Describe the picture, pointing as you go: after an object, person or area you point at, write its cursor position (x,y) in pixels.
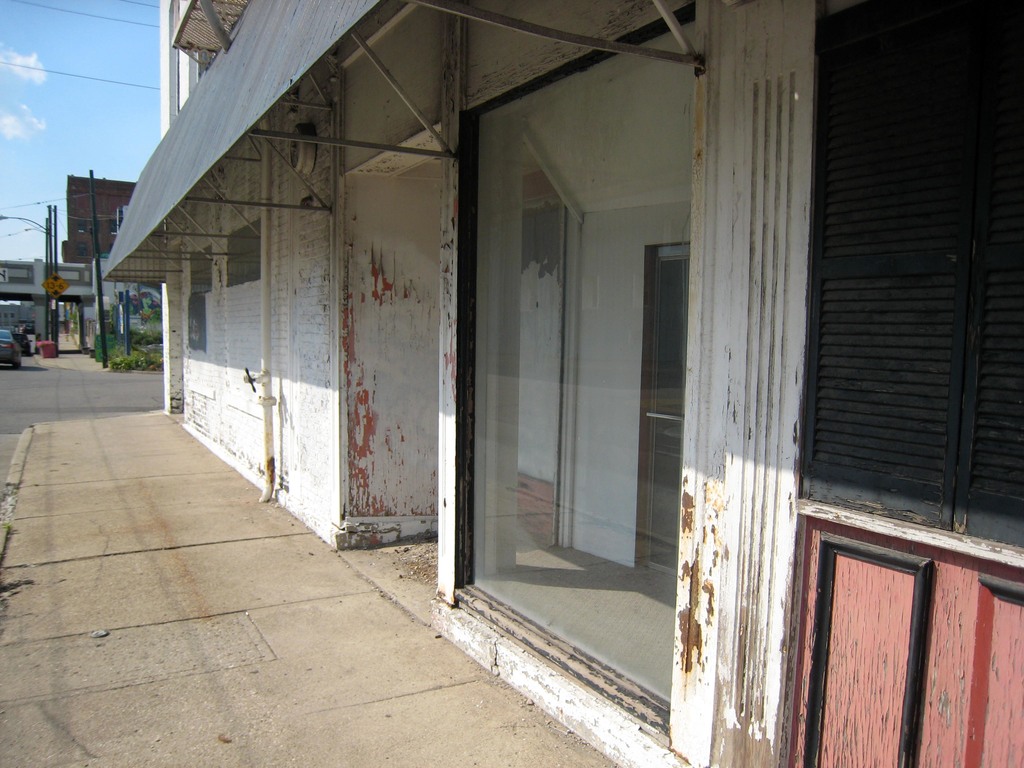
This image consists of a building (406,475) in white color. At the bottom (193,675), there is a pavement (154,677). In the middle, we can see road (139,411). On the left (11,351), we can see a car (23,345). At the top (37,121), there are clouds (20,113) in the sky (59,94).
